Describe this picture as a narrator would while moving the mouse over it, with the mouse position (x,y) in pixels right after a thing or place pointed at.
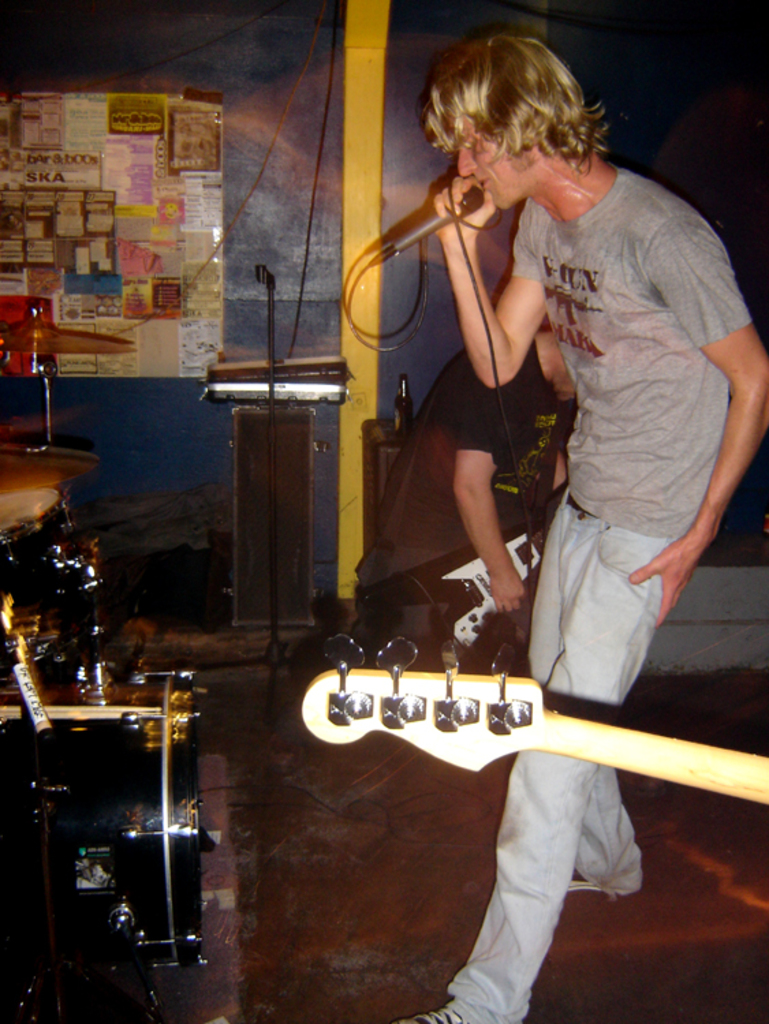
On the right (587,319) a man (574,323) is singing on mic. In the background (67,331) we can see musical instruments (71,344), wall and a person (383,579) holding guitar (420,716).
